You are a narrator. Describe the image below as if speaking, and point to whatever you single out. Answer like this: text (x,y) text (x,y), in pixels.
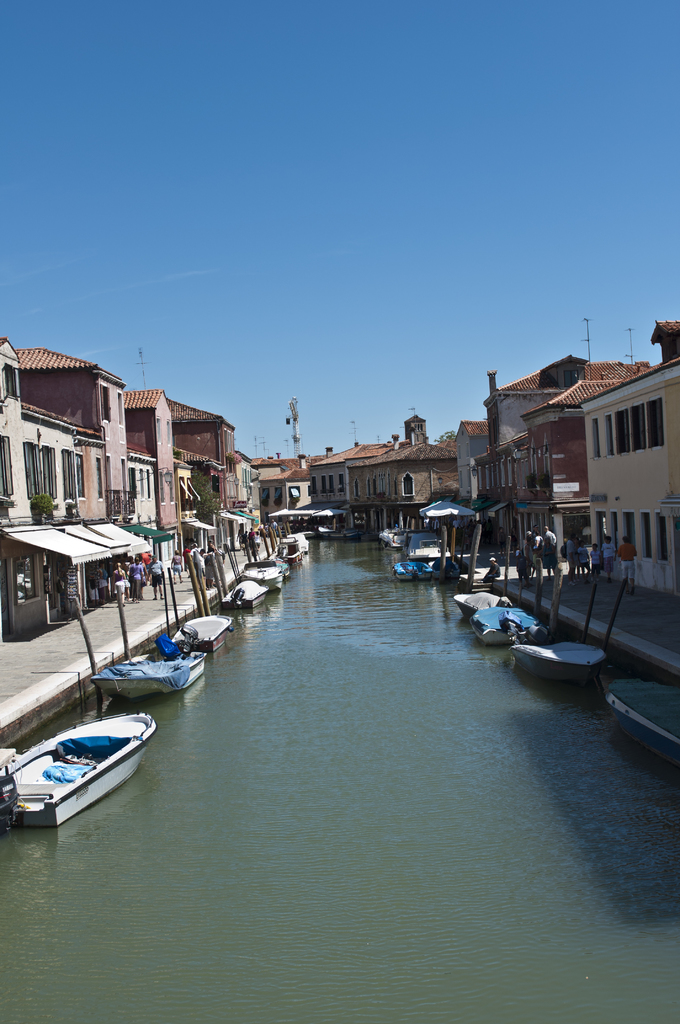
In this picture we can see boats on water (467,849), beside the water (446,744) we can see people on the ground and in the background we can see buildings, poles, sky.
